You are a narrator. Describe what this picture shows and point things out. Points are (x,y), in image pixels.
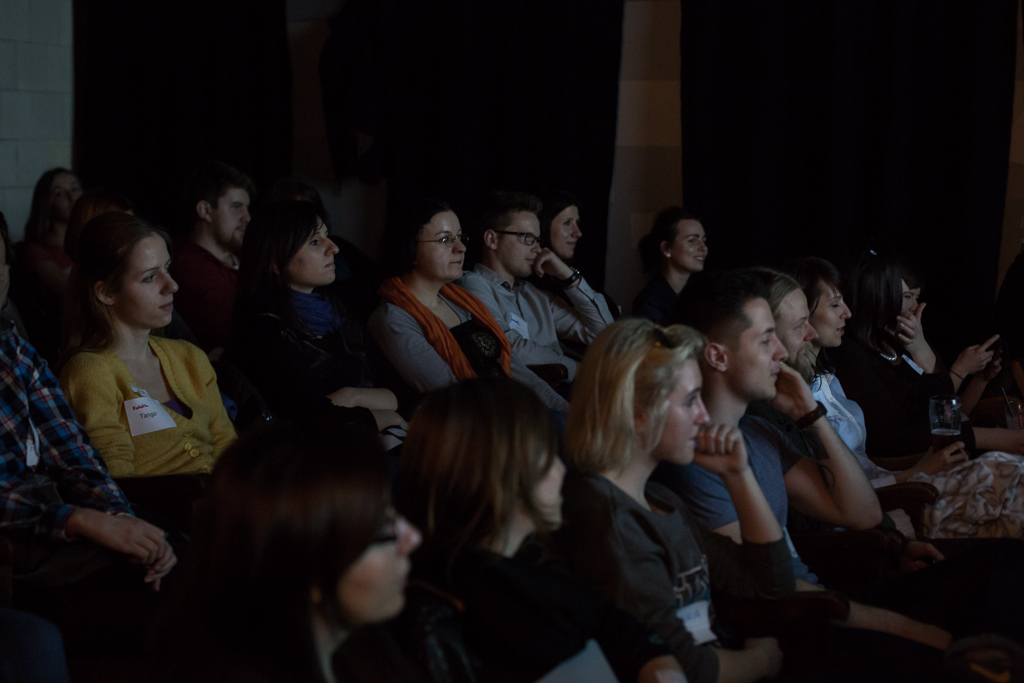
In this picture we can see some people (693,618) are sitting on the chairs (925,497). She hold a glass (945,422) with her hand (960,460). And even we can see these two people (407,314) have spectacles (529,237). And there is a curtain (740,160). This is the wall (655,93).
